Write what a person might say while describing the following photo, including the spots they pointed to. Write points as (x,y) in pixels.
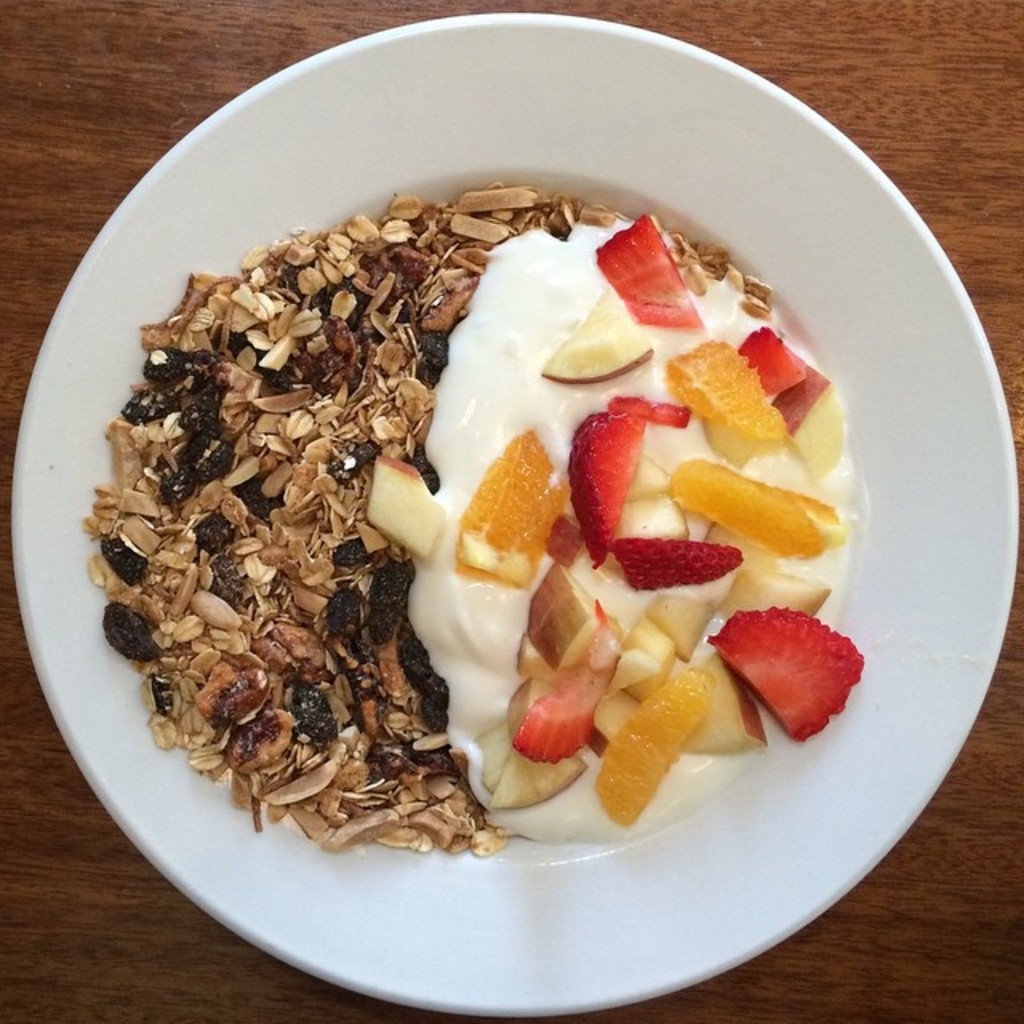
In this image there is food (540,610) in the bowl (412,855). And there is a wooden object (794,24) in the background (35,966).
